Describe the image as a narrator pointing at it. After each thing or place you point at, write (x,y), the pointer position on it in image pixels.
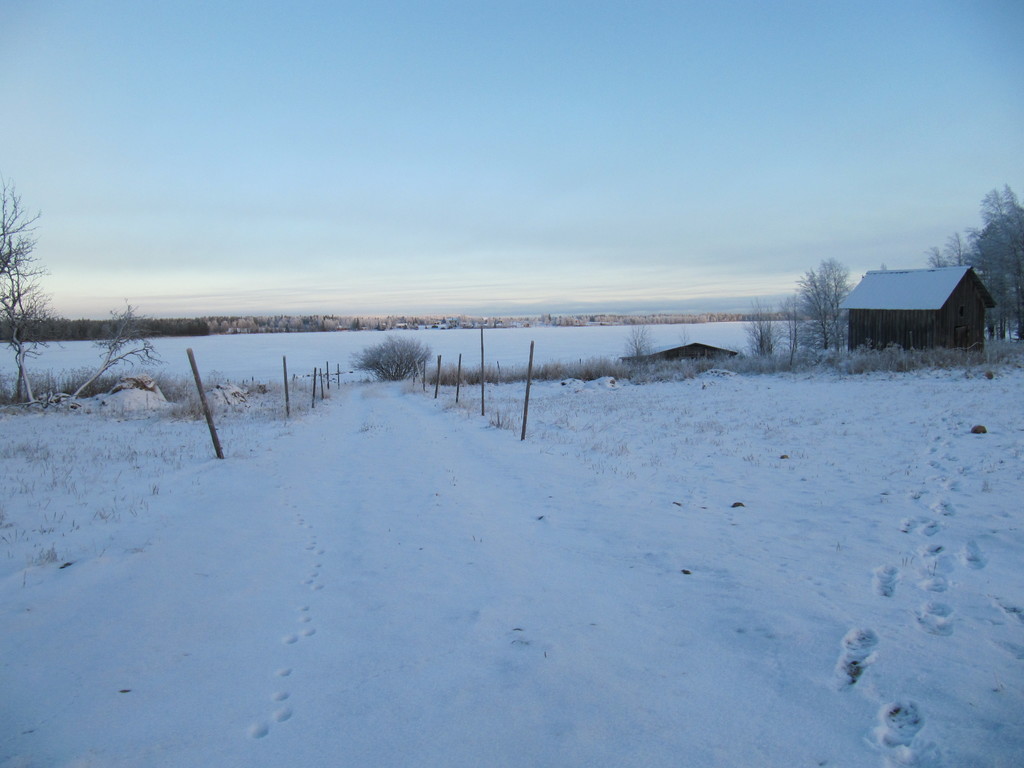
In this image we can see land (443,582) covered with snow (698,594). To the both sides of the image trees (647,349) are there and right side of the image (942,323) one house (922,320) is there.
